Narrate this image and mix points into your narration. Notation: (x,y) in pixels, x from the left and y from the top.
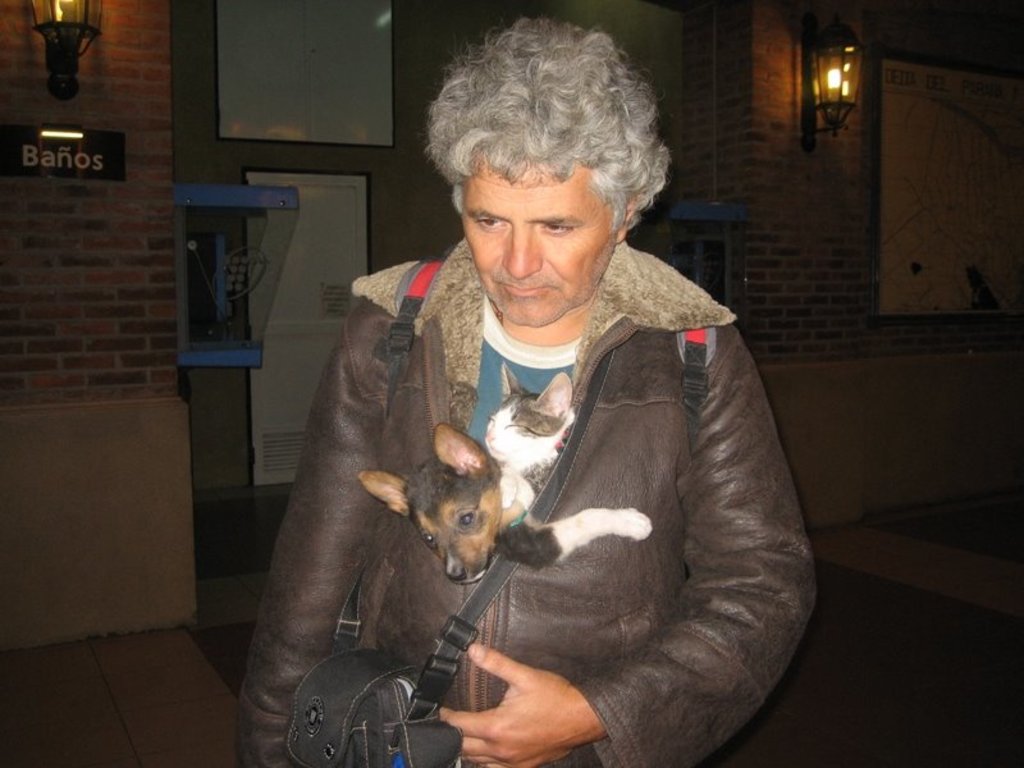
In this image there is a man (570,726) walking. He is wearing a bag (410,691) and a backpack (688,367). Inside the jacket (436,603) there is a dog (463,494) and a cat (530,464). Behind him there is a wall (811,202) of a building (828,206). On the wall (799,59) there are lamps (815,64) and a name board (65,146). There are windows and doors (284,301) to the wall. To the right (943,227) there is a banner (940,240) on the wall (82,280).
